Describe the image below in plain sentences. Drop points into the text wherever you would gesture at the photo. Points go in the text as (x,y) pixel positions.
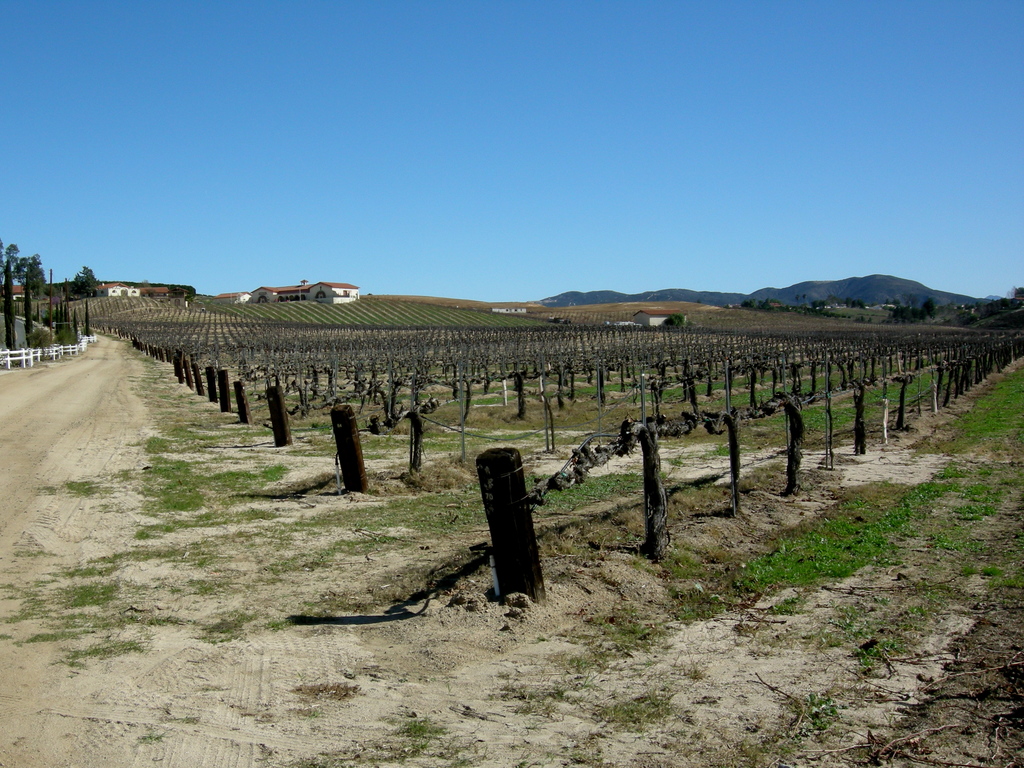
In this image we can see field (556,478), objects (668,429) and grass (595,513) on the ground (84,519), grass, fence (28,363) and path (92,357). In the background (119,267) we can see trees (15,269), houses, mountains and sky (283,143).
